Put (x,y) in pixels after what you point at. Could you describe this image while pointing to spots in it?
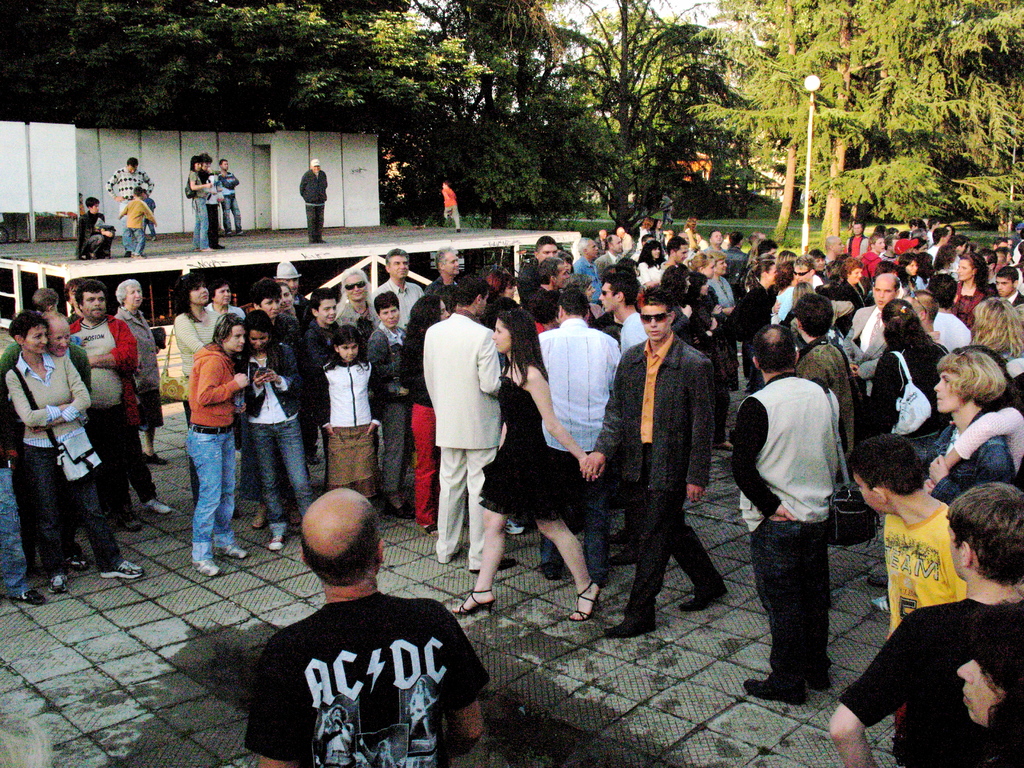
This picture is clicked outside. In the center (633,497) we can see the group of persons (623,416) and we can see the sling bags (914,389) and some other objects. In the background (548,41) we can see the sky (677,2), trees (677,95), green (787,230), grass (799,226), pole (809,81) and some other objects (353,229). On the left (107,241) there is a person (93,247) seems to be squatting on the ground (173,240).
